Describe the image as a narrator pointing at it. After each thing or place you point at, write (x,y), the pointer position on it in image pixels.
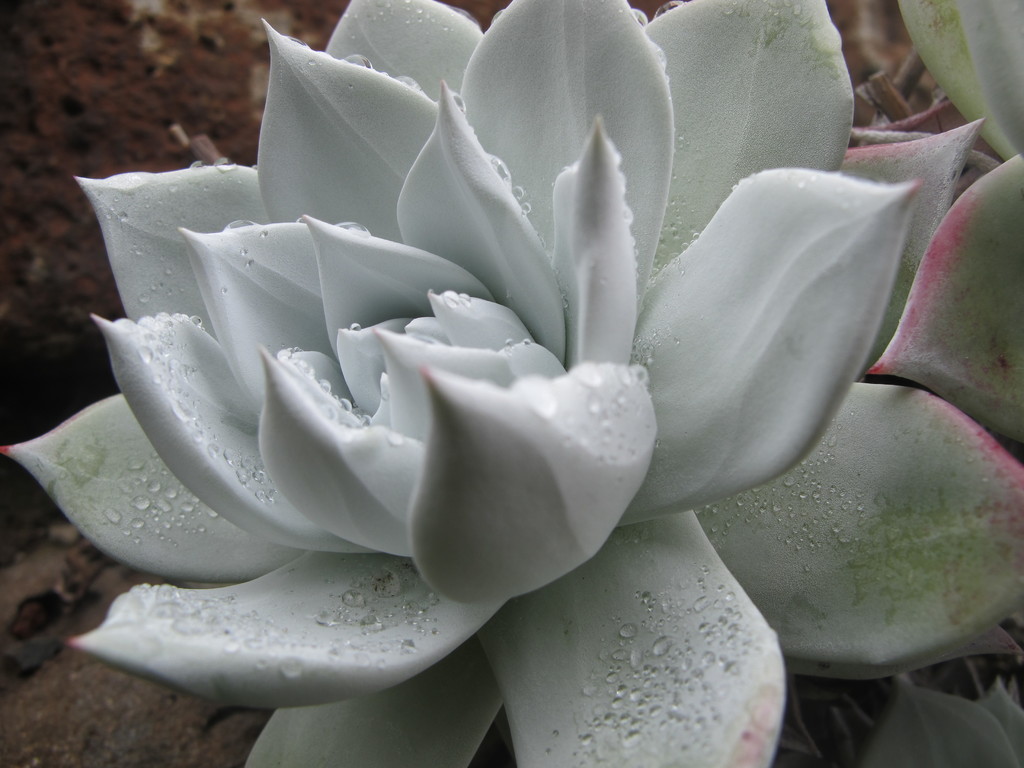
In this picture we can see white color flowers (851,367). On the flower (673,187) we can see water drops (683,595). On the left (66,185) we can see the land (30,294).
